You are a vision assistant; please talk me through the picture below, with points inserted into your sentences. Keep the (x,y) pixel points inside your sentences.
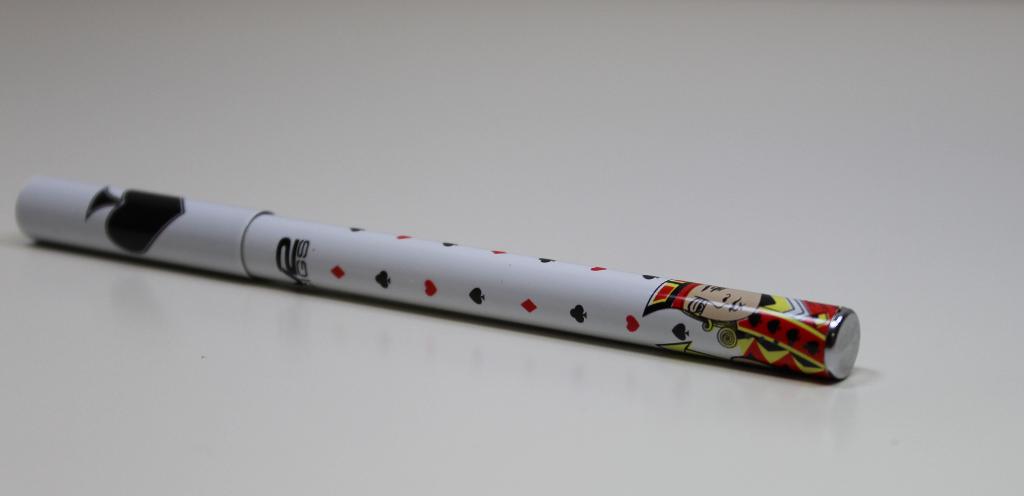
Here we can see a marker (475,257) on a white color platform (672,398).
